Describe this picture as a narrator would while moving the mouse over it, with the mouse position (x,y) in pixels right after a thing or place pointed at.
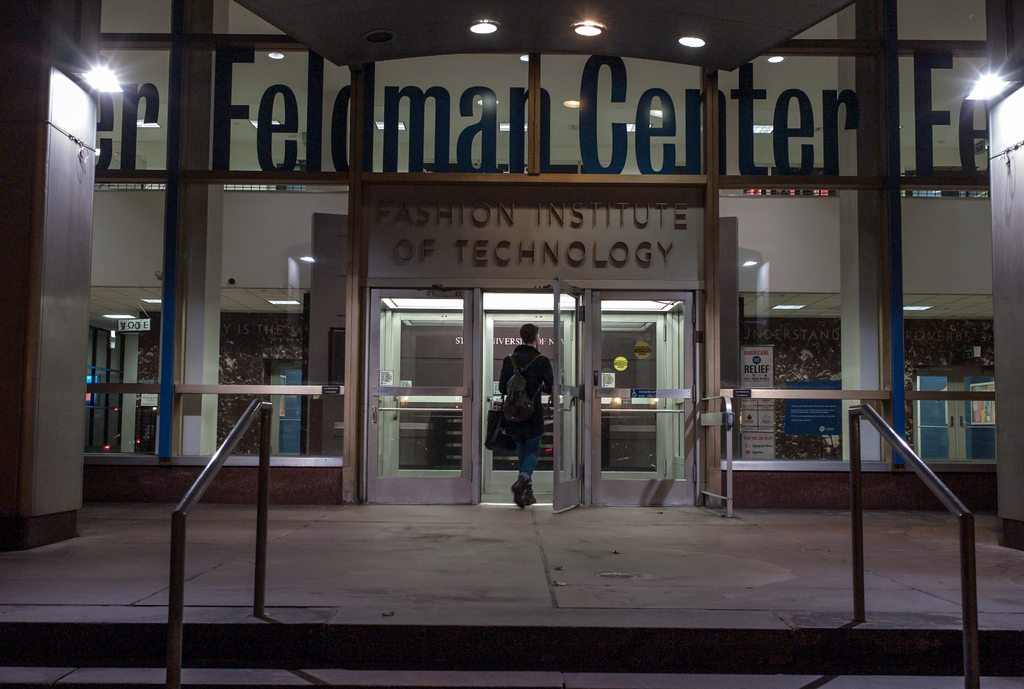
In this image, in the middle (539,418), we can see a person (546,368) wearing a backpack (530,378) is walking. In the background (436,348), we can see a building (510,293), glass door (461,333), glass window (969,400) and some text (832,102) written on it, pillars (198,122). At the top (603,45), we can see a roof (402,27) with few lights (598,24), at the bottom (476,523), we can see few metal rods (859,584) and a floor (646,555).
